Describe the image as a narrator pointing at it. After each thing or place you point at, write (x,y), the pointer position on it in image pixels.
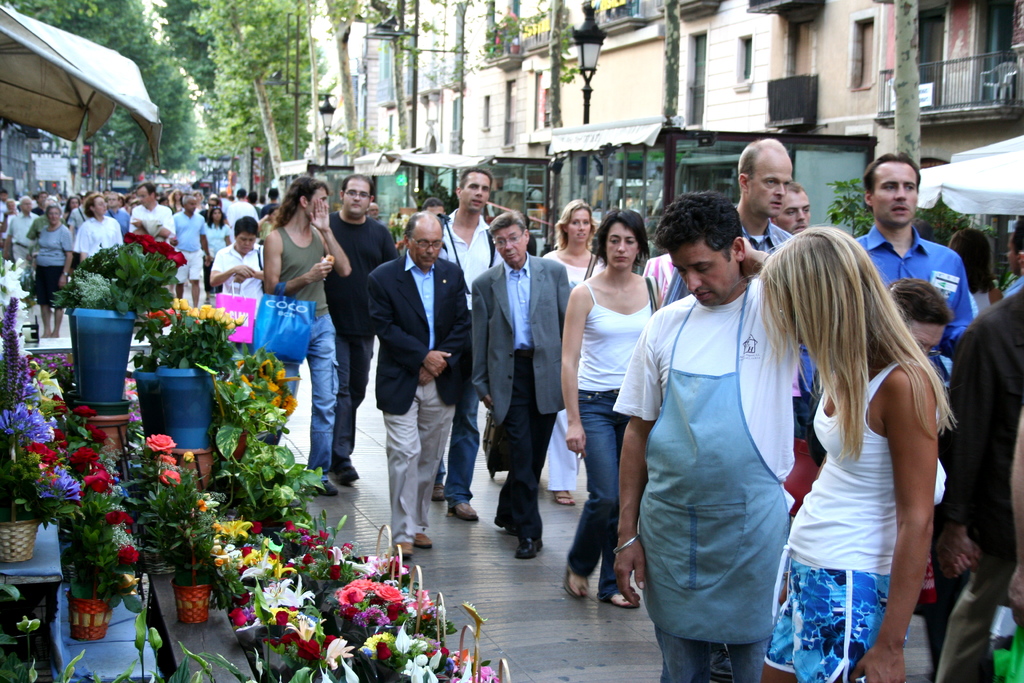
This image is taken outdoors. In the background (203,52) there are a few trees (242,72) and there are a few buildings (617,106) with walls (894,67), windows (854,59), railings (960,87), balconies (947,82) and roofs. There are a few poles (327,149) with street lights (328,105). There are few plants (493,38). There are a few boards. On the left side of the image (213,486) there are many bouquets (239,622) and plants (85,288) in the pots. There is a tent (65,98). In the middle of the image (445,363) many people (242,215) are walking on the road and a few (62,245) are standing. On the right side of the image (961,207) there is a tent (980,170).
